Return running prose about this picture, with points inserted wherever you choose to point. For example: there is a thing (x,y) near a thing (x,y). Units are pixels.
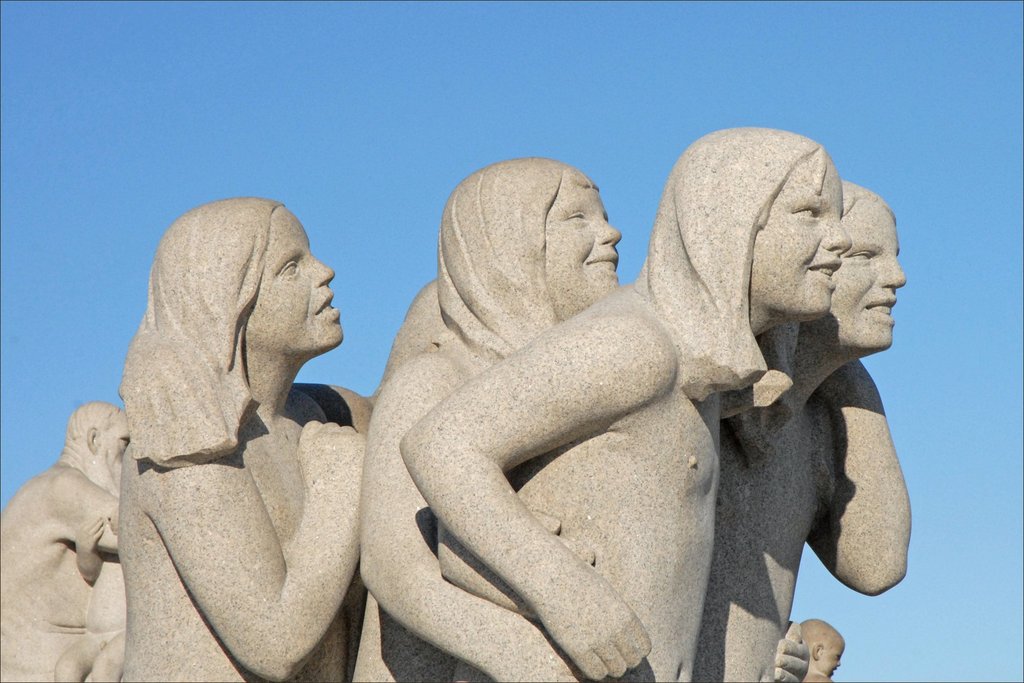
In this picture we can see sculptures (261,544) in the front (138,550), there is the sky (559,73) at the top of the picture (568,84).
